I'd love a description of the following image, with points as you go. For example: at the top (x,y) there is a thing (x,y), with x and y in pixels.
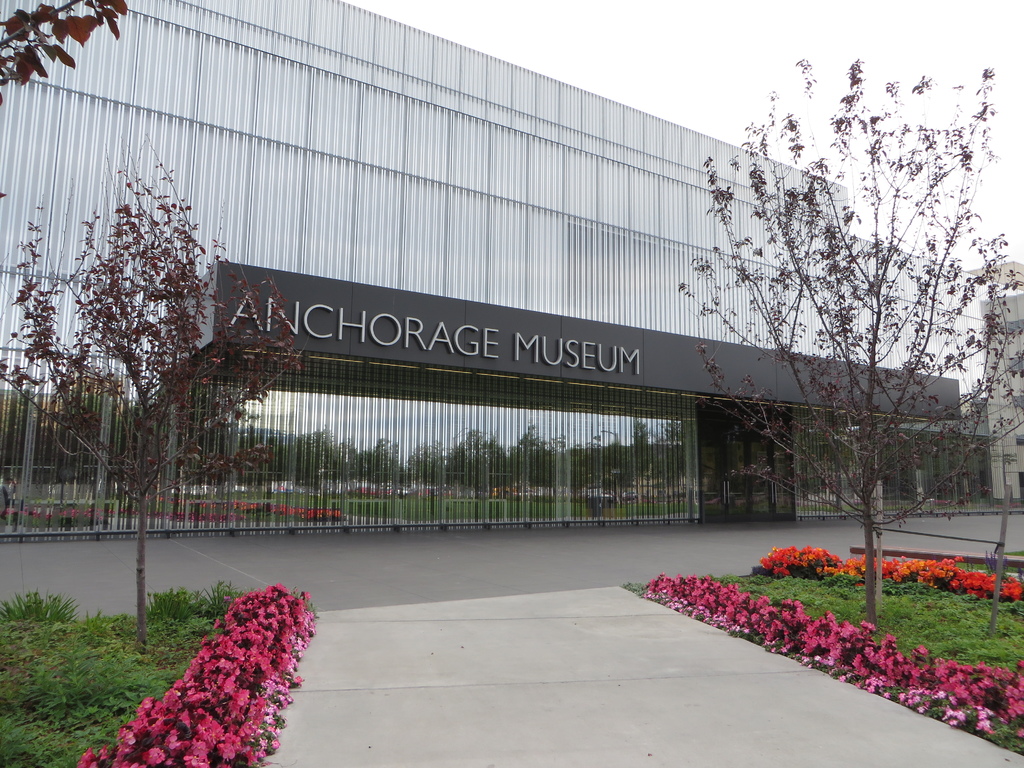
In the picture we can see a museum building (49,90) and written on it as Anchorage museum and near to it, we can see a path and the pathway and besides the pathway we can see which flowers (916,655) are pink in color and a grass surface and on it we can see some trees (869,561) and in the background (727,80) we can see a sky (944,31).
